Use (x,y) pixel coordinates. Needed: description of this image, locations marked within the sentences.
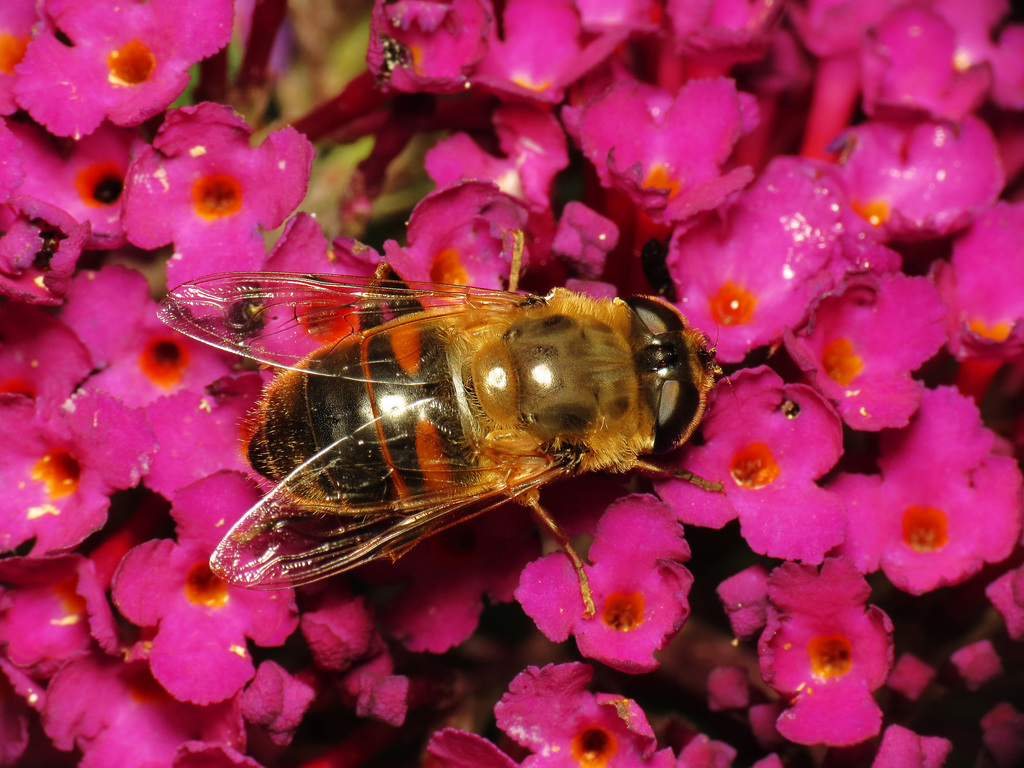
There are pink color flowers (260,245). On that there is an insect (393,417) with wings (357,381).
